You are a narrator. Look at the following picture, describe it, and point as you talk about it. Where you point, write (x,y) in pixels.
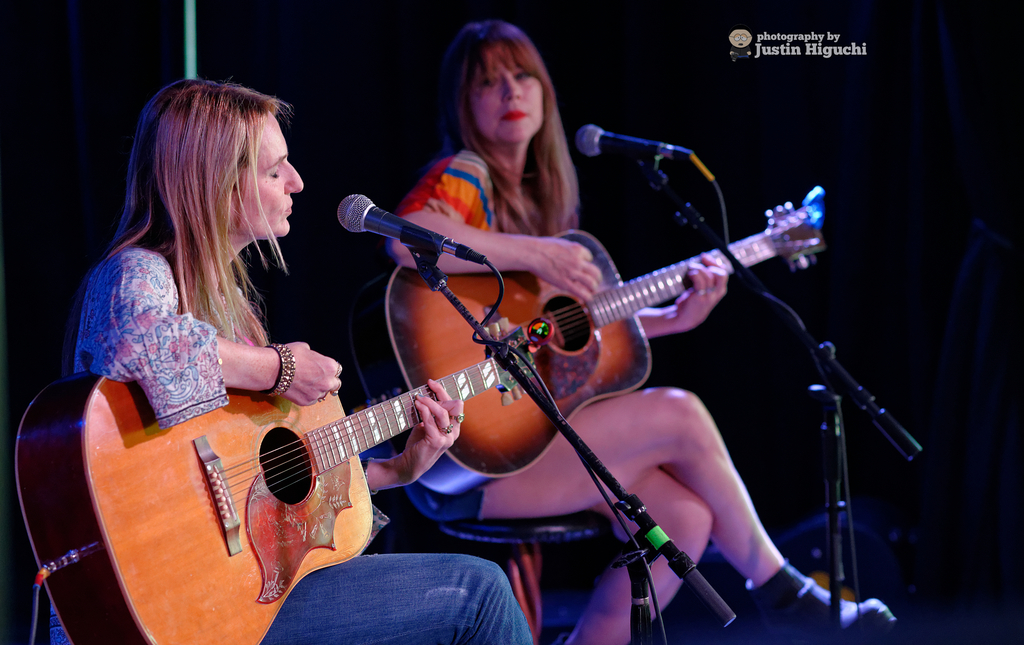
In this image I can see two women (885,605) are sitting on chairs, I can also see both of them are holding guitars (479,284). Here I can see two mics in front of them.
